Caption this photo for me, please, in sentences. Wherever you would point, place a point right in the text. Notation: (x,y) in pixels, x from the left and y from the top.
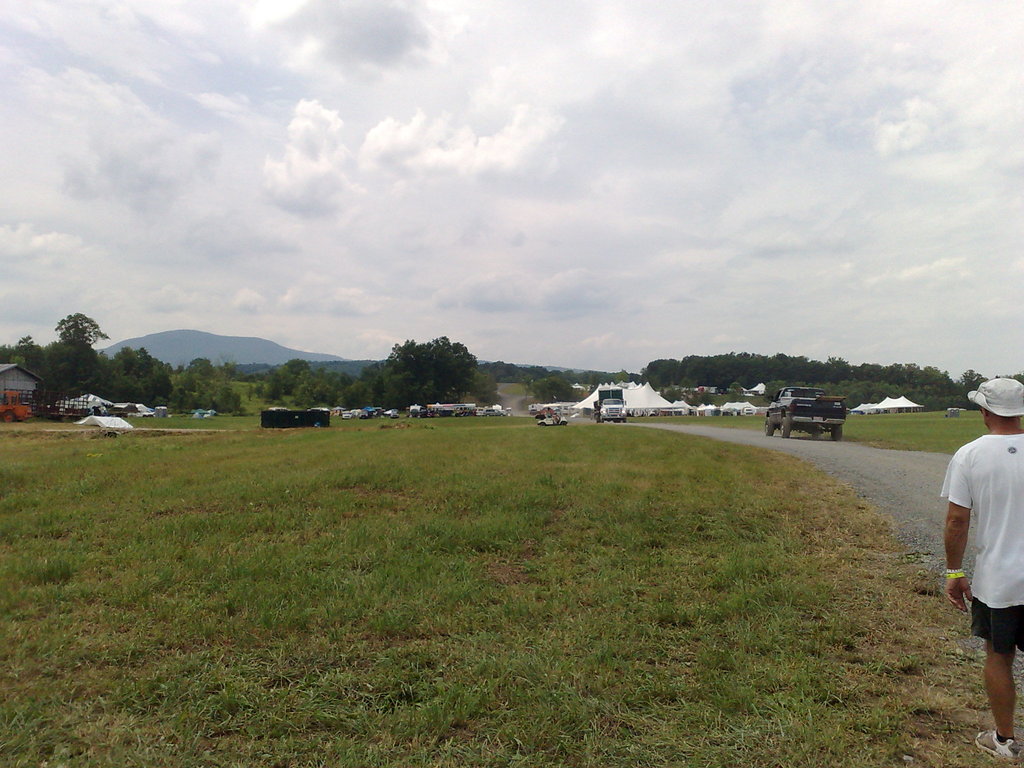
In this picture there is a person (1012,713) wore a cap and we can see grass (954,627), path (906,460), tents (870,404) and vehicles (54,403). In the background of the image (537,387) we can see trees (672,366) and sky (461,220) with clouds (607,263).
